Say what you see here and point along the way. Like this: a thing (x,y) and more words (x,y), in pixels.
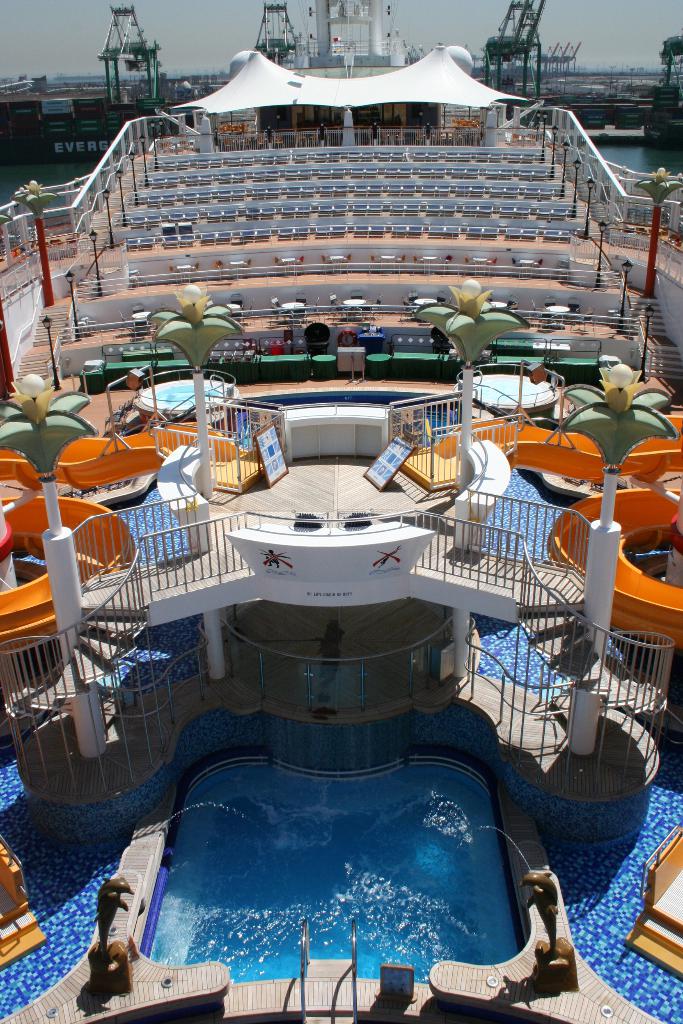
In this picture we can see water (368,833), fence (249,478), boards (273,459), seats (209,177) and in the background (557,28) we can see the sky (139,6).
